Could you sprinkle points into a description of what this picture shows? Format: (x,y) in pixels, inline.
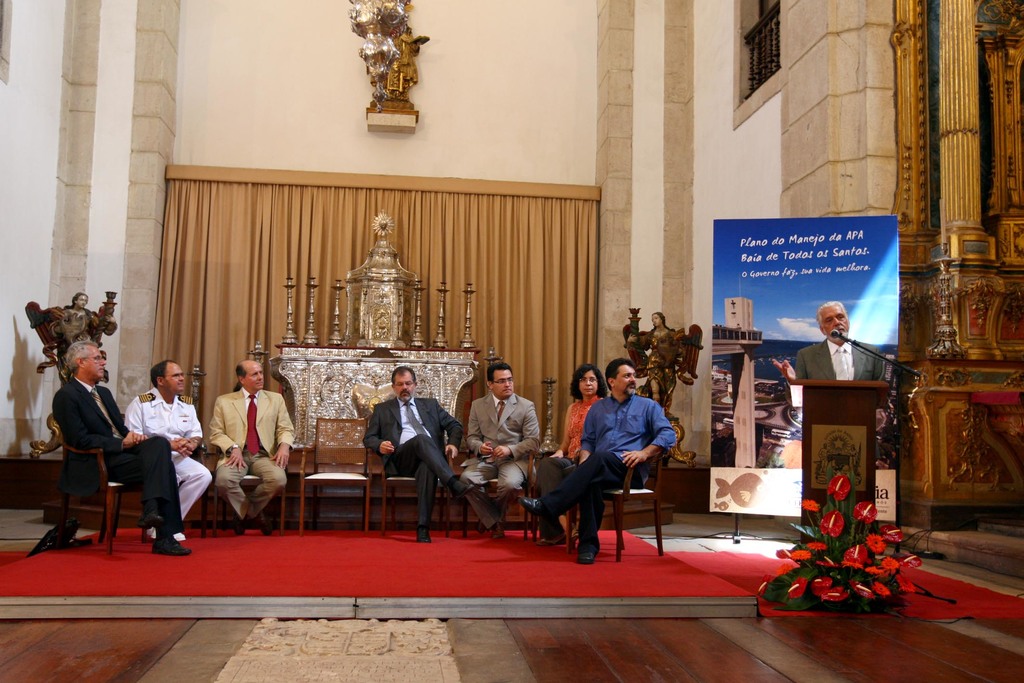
In the image we can see there are people (287,464) who are sitting on chair (657,461) and behind there is a banner (800,257) of which we can see there is a city picture (834,289) on it. At the back of the people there are stand of lights (419,307) which are kept and in between there is a statue (387,289) and on the wall (425,78) there is another statue (386,74) and the wall (422,97) is in white. On the floor (377,564) there is red colour carpet (480,591) and we can see there is a flower bouquet (853,559) here.
